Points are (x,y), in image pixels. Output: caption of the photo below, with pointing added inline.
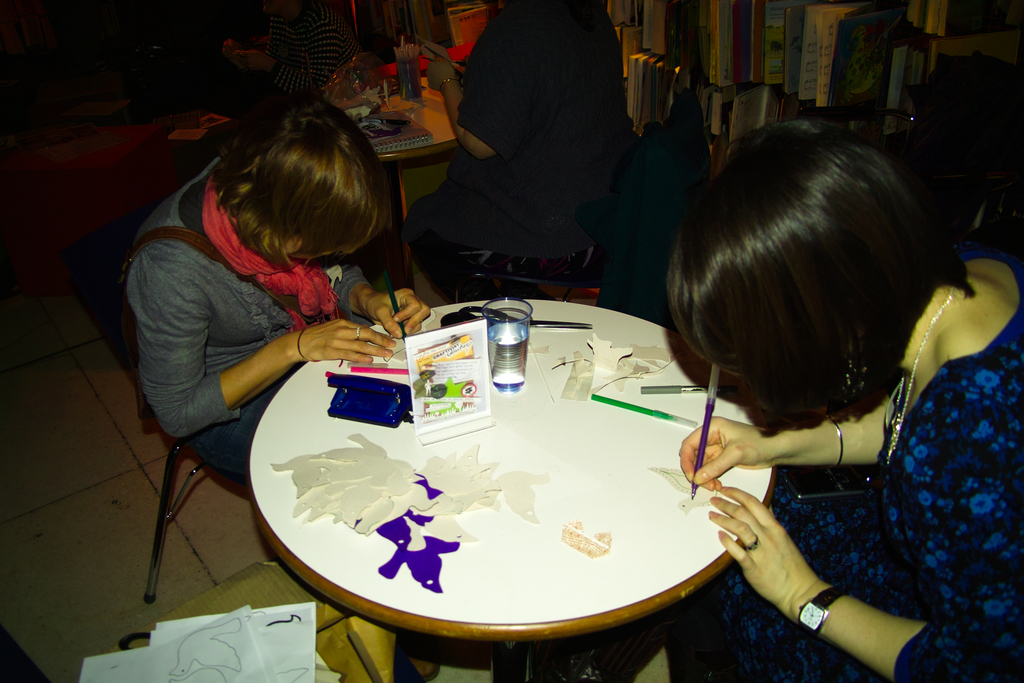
As we can see in the image there are few people (321,48) sitting on chairs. On the floor (104,517) there are papers (261,611). On table (527,374) there is a glass (513,305), scissors (572,329), pens (641,409), colors (628,410) and a poster (459,383).
